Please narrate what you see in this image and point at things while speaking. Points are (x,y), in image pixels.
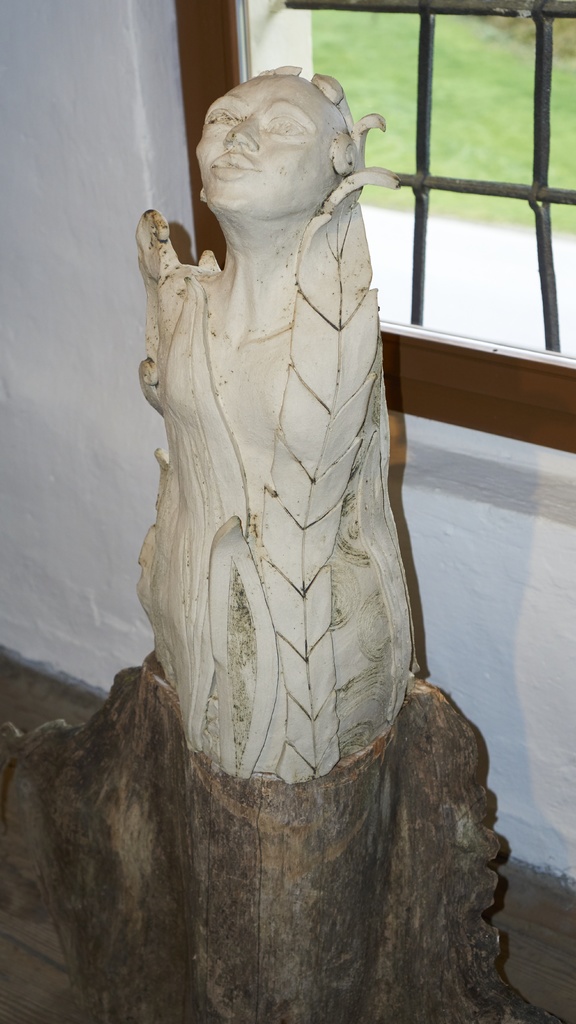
Here we can see a statue (251,645). Background (28,513) there is a white wall (128,475) and window (385,308). Here we can see grill (545,48). At the bottom (31,951), there is a floor (20,989).
